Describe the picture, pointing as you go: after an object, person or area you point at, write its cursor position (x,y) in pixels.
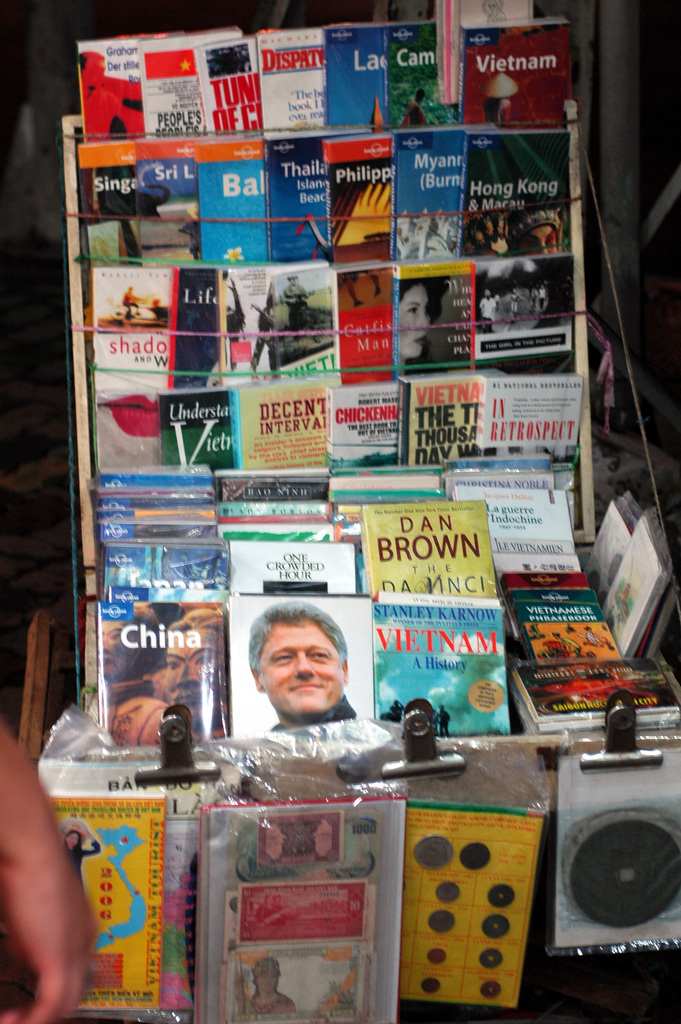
In this picture I can see a person hand (73,885), there are books (369,677), clips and some other items (243,1014) on the object (85,430), and there is blur background (667,49).
